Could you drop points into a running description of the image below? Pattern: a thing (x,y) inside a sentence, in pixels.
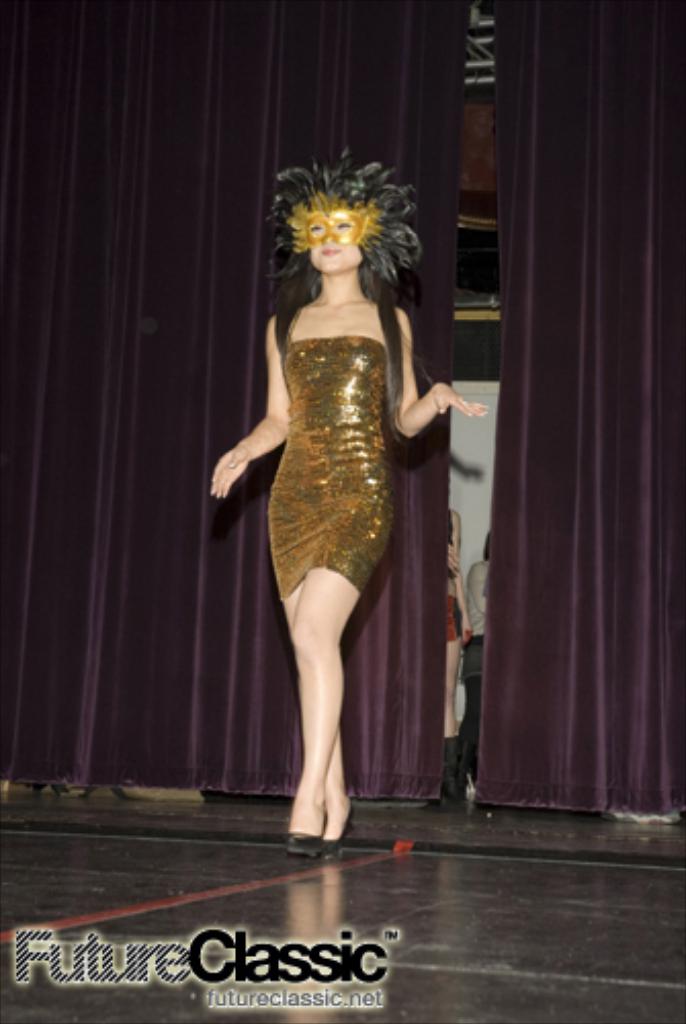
In this image I can see people (372,563), curtains (430,539) and objects (468,304). At the bottom of the image (88,966) there is a watermark (383,929).
